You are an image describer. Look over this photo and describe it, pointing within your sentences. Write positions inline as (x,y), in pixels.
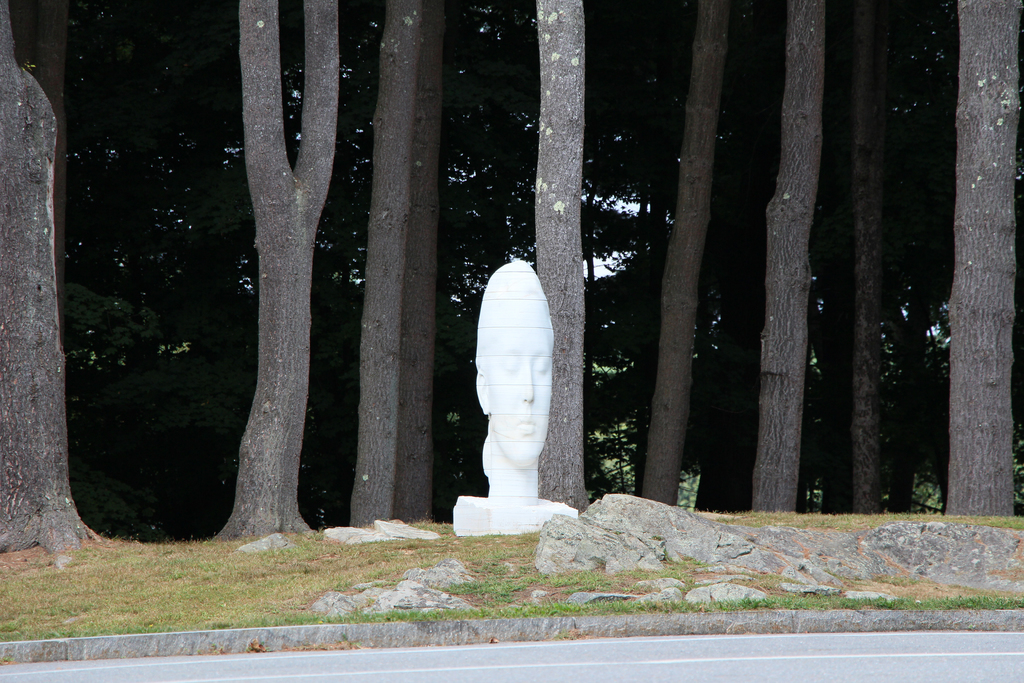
In the foreground of the picture (458,521) we can see grass (286,561), rocks (604,561), road (290,675) and a sculpture (525,360). In the background (494,204) there are trees (313,328).
